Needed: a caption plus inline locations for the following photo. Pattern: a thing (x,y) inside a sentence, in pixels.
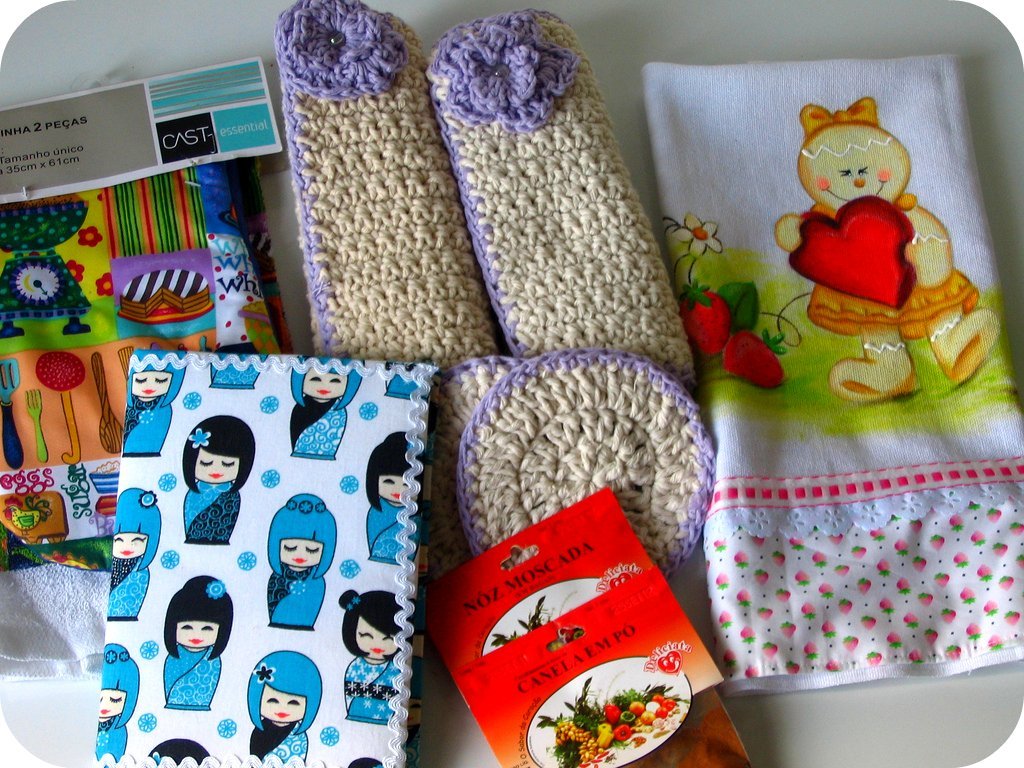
In this picture we can see woolen unstitched clothes (525,221) and here it is a towel (921,233) with the toy (881,150) holding heart shape (836,266) in their hands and here is some cover (44,301) with some signs (43,363) of fork (34,406), spoon (113,416) on that and this is looking like a purse (163,671) with girl symbols (315,436) on it and these are spice packets (675,668).
